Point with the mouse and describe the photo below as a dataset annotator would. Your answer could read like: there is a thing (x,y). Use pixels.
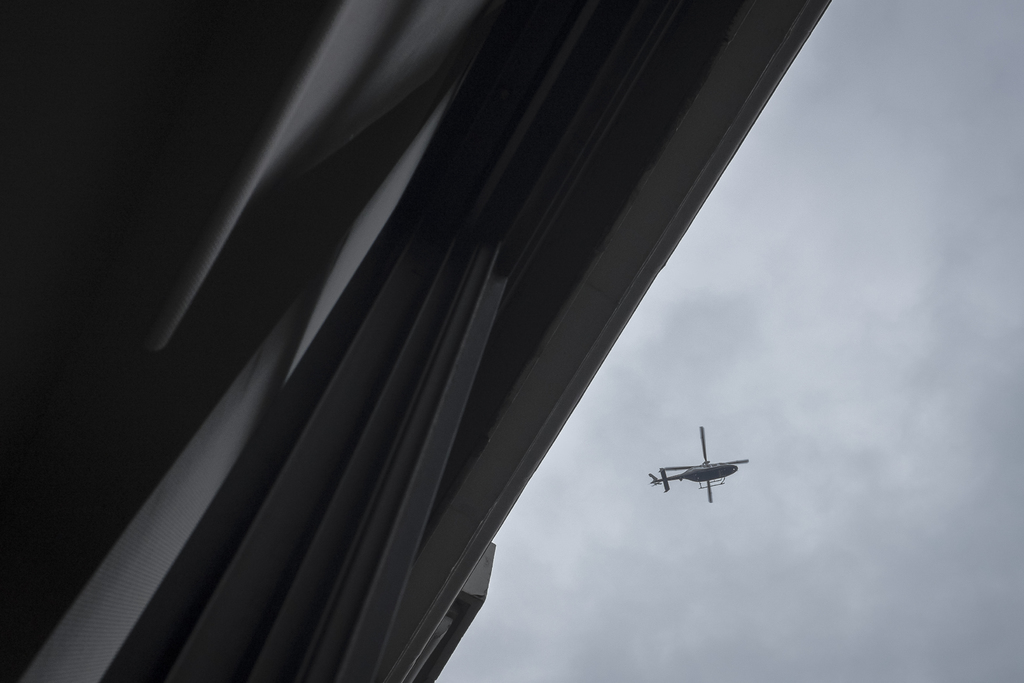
There is an helicopter (748,462) flying in the sky (785,287) and the picture is captured from the ground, in the background of the helicopter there is a dark sky (763,632).
